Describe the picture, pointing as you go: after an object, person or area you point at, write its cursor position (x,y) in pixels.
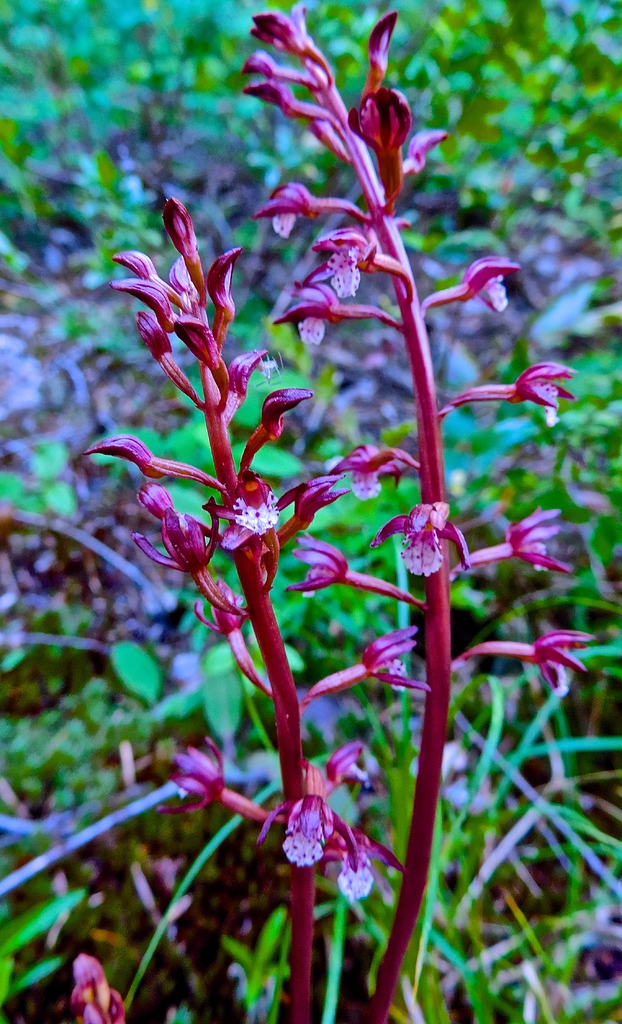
In this image we can see some flowers (206,770), plants (317,631), and the background (520,149) is blurred.
